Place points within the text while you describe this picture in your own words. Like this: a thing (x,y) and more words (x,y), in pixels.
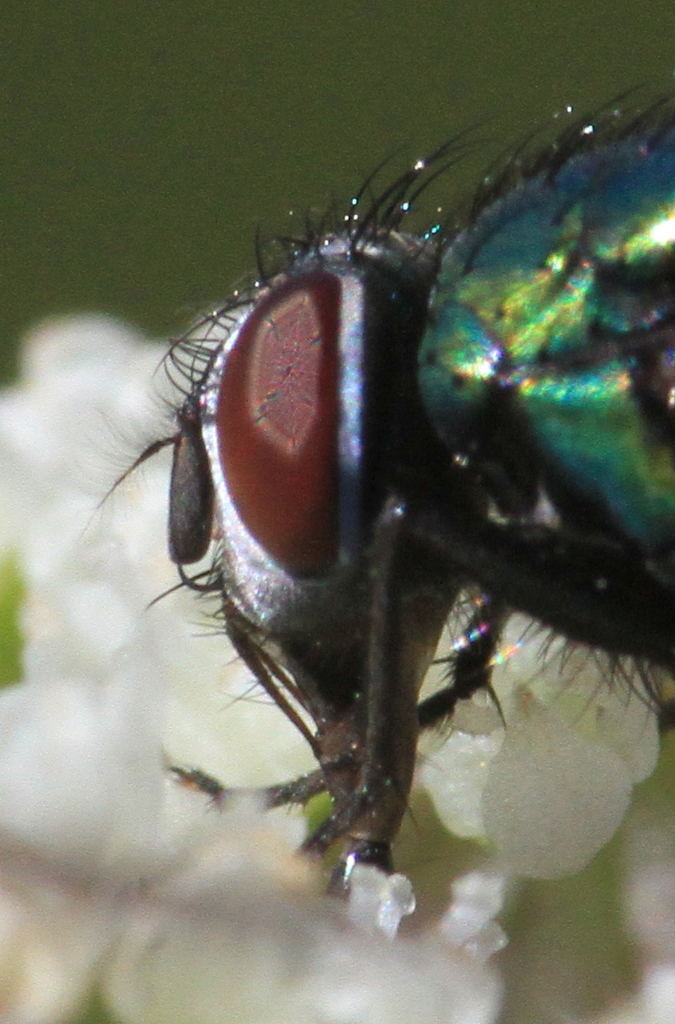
In this image, this looks like an insect (539,464). These are the flowers (87,528), which are white in color. The background (259,176) looks green in color.
